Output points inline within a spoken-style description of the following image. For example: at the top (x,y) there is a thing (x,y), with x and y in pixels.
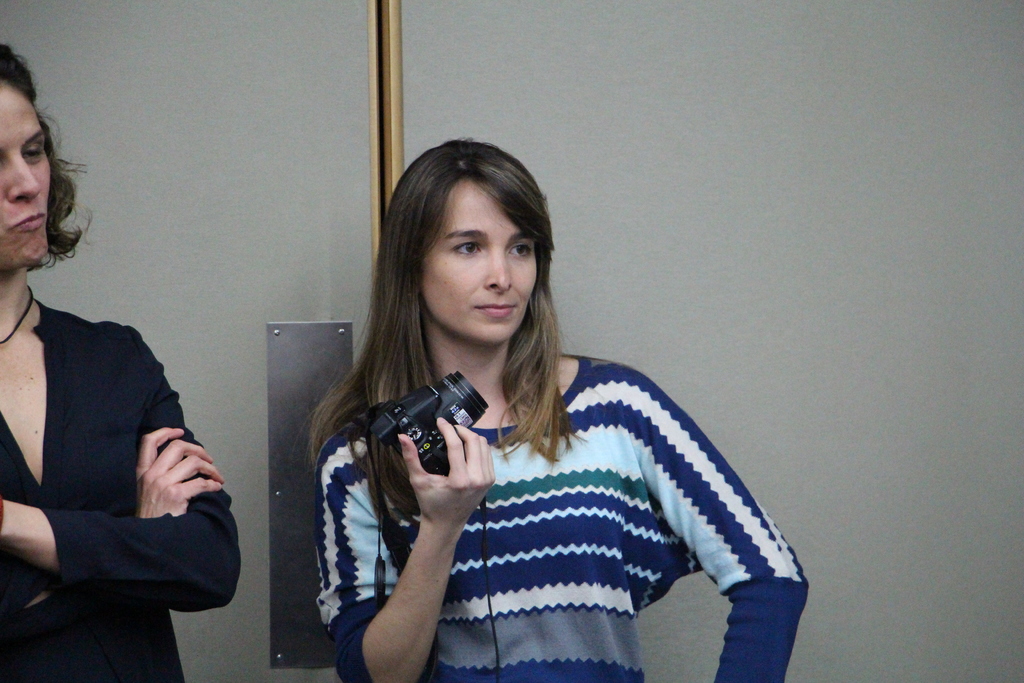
As we can see in the image, there are two persons (443,493) standing and the women (501,508) on the right side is holding camera (422,450) in her hand (451,504).
